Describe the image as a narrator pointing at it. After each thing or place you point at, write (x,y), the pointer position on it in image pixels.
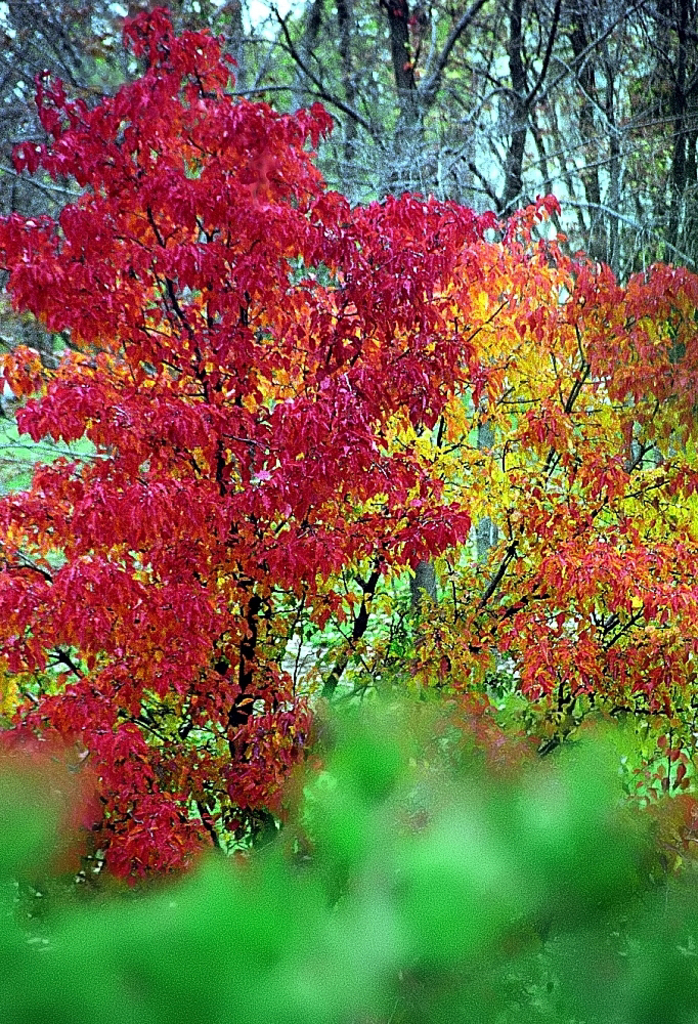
In this image I can see number of trees (300,354) and I can also see different colors of leaves (288,241).
